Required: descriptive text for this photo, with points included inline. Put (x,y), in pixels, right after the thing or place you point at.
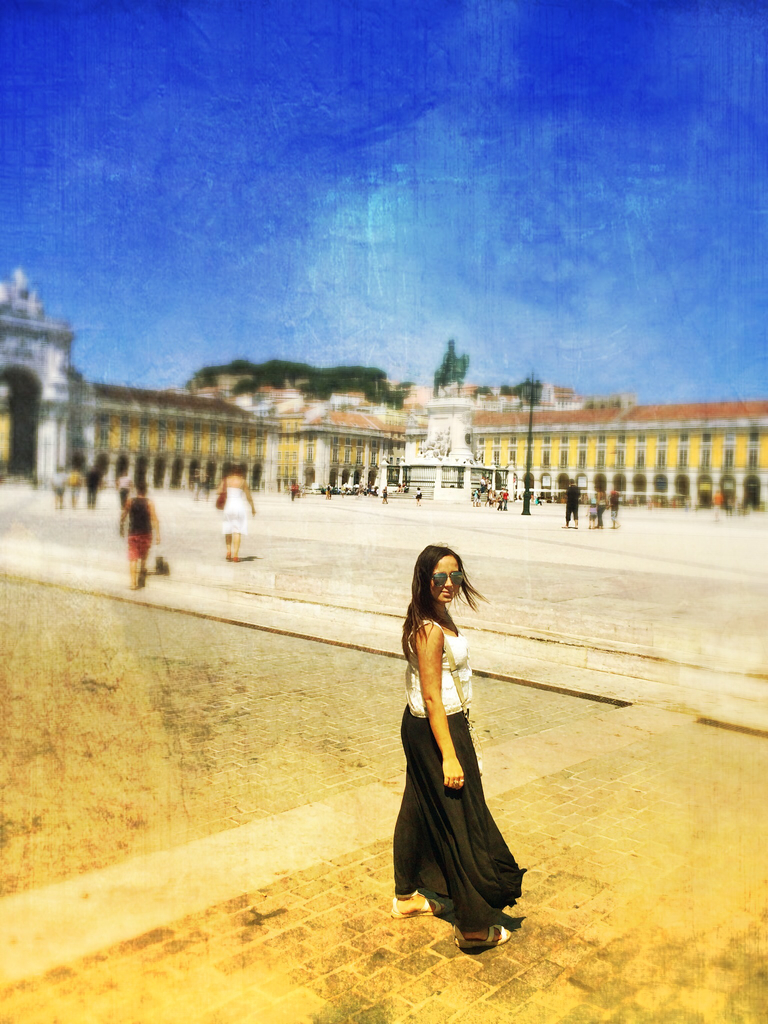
In this image I can see buildings (558,455), in the background (106,225) I can see the sky (447,184), in front of the buildings (658,480) I can see few persons (88,497) walking, in the foreground (429,910) I can see a woman (425,899) standing on the floor (242,931).
